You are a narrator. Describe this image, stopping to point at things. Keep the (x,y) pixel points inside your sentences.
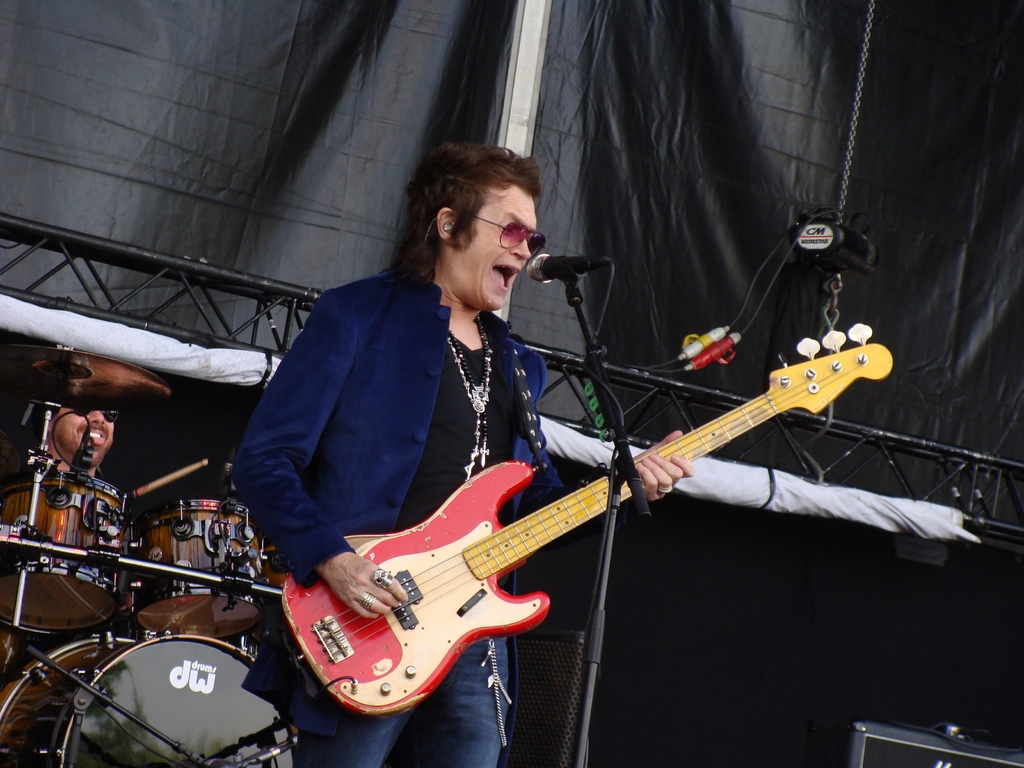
In the center (424,279) we can see one man (342,506) holding guitar (430,586), in front of him we can see microphone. And coming to background (774,151) we can see sheet (560,126) and few more musical instruments (95,525).
